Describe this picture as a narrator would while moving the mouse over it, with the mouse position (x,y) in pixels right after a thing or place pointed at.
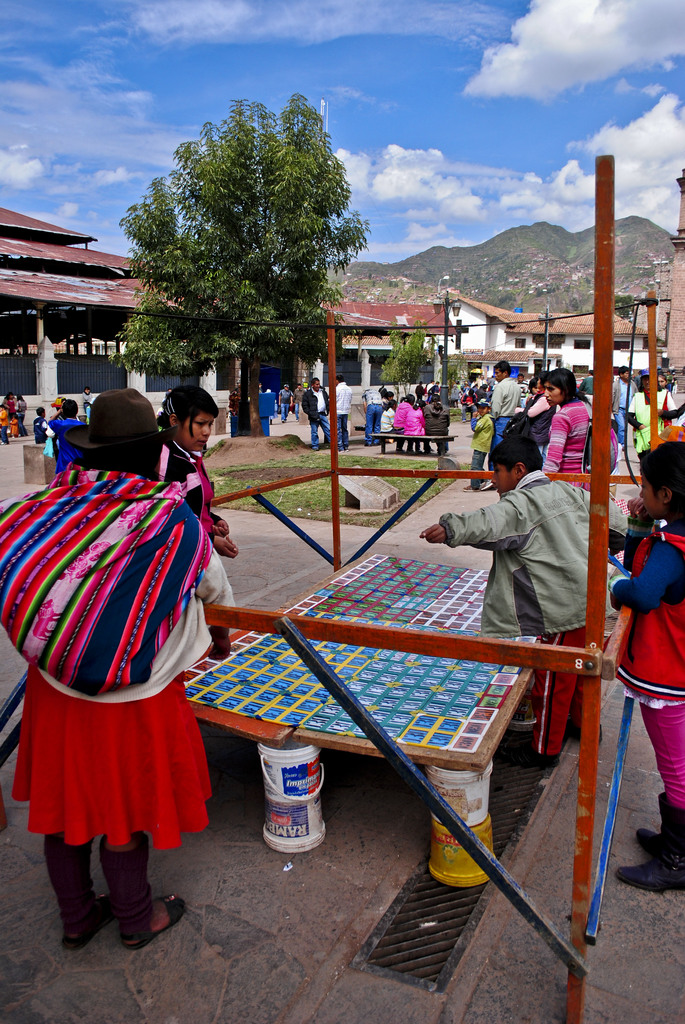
In this image there is a metal structure (614,654), around the metal structure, there are a few people (679,661) standing, behind them there are a few more people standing in front of the houses (473,356) and trees (288,288). In the background (413,247) there are mountains (482,259) and the sky (463,148).
